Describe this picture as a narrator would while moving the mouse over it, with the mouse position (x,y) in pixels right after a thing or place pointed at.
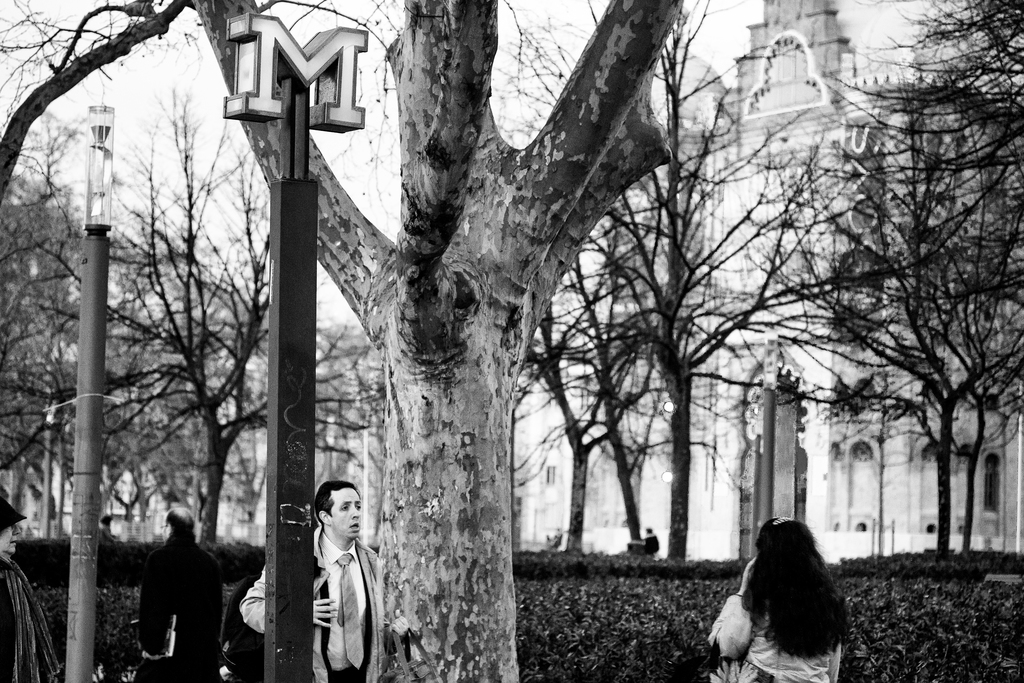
In the foreground of this black and white image, there is a tree (488,506), few poles (276,609) and persons (772,657) walking. In the background (985,604), there are plants (890,577), building (737,436), trees (794,271) and the sky (707,40).
